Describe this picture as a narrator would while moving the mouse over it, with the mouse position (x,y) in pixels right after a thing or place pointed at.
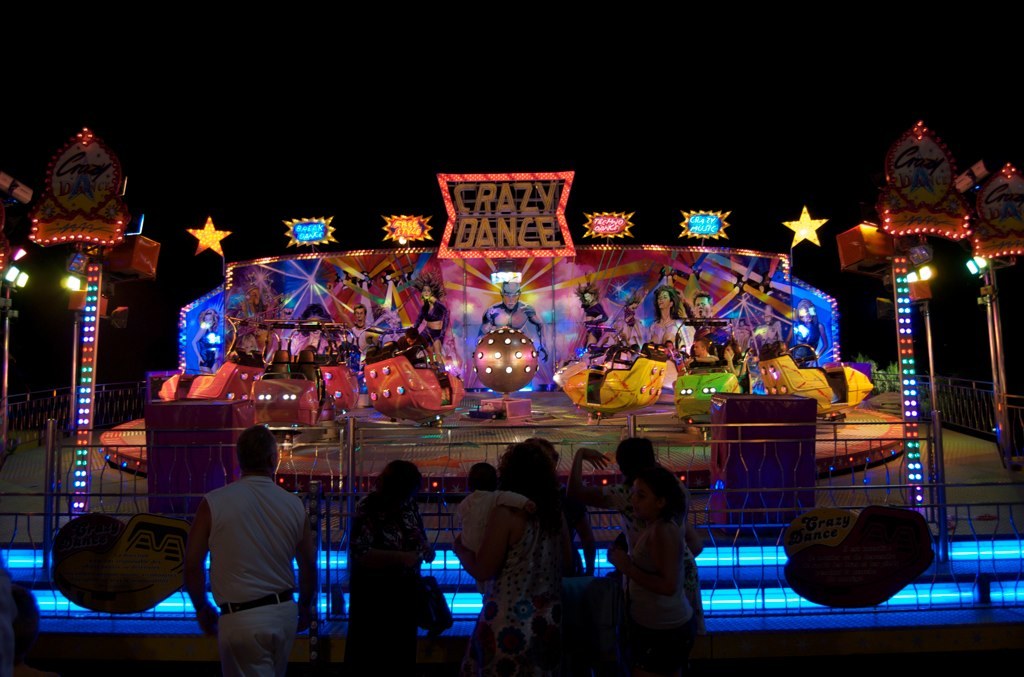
In this image in the front (391,557) there are persons (414,583) standing and walking. In the center (422,442) there is a fence (798,490) and on the fence (706,494) there are posters (887,522) with some text (839,564) written on it. In the background (494,215) there are persons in the rides (715,393) and there is a board (504,233) with some text (507,224) written on it and there are images (502,316) and there are lights (88,327) and there are objects (878,377) which are green in colour.
